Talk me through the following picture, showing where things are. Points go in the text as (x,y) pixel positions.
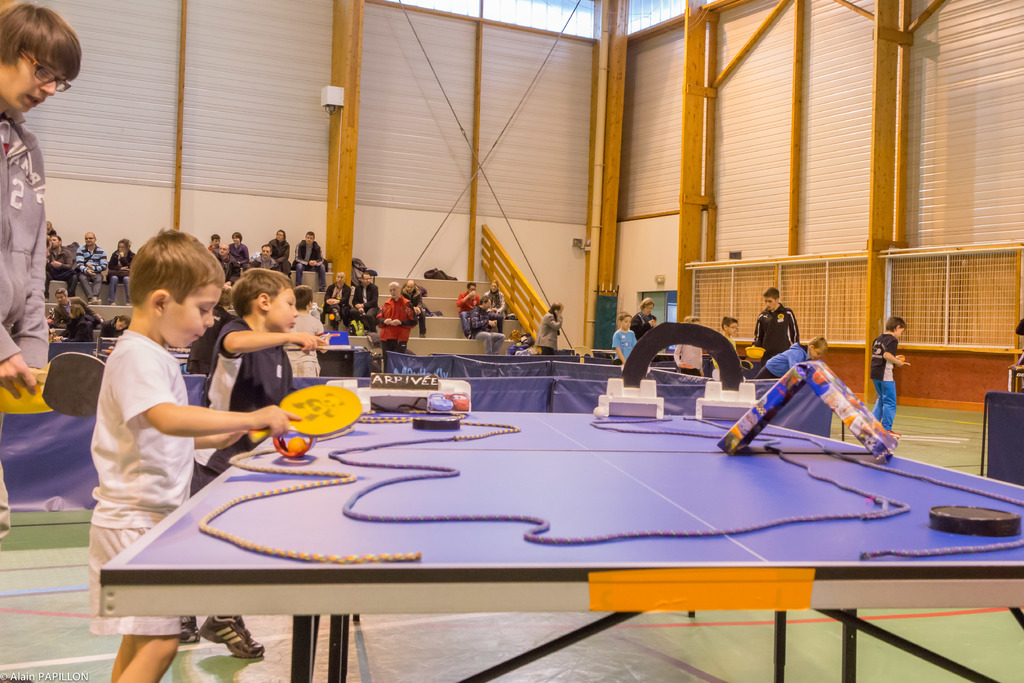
These two kids (271,339) are playing with bats (344,409). This is table (661,484). On this table (711,426) there is a rope (459,520) and things (784,406). Far this persons (344,303) are sitting on steps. Backside of this kid (150,325) a person (23,275) is standing.
